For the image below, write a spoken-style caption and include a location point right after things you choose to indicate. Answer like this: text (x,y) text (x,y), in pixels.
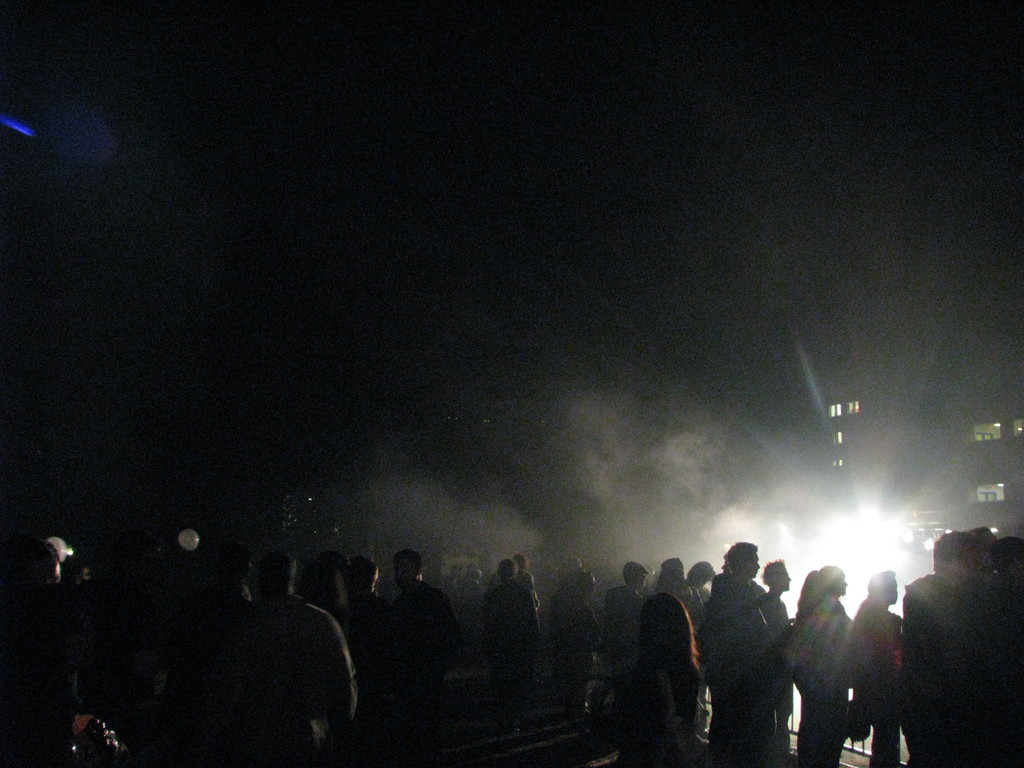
As we can see in the image there are few people (983,709) here and there, lights (848,543), buildings (839,431) and the image is little dark.
